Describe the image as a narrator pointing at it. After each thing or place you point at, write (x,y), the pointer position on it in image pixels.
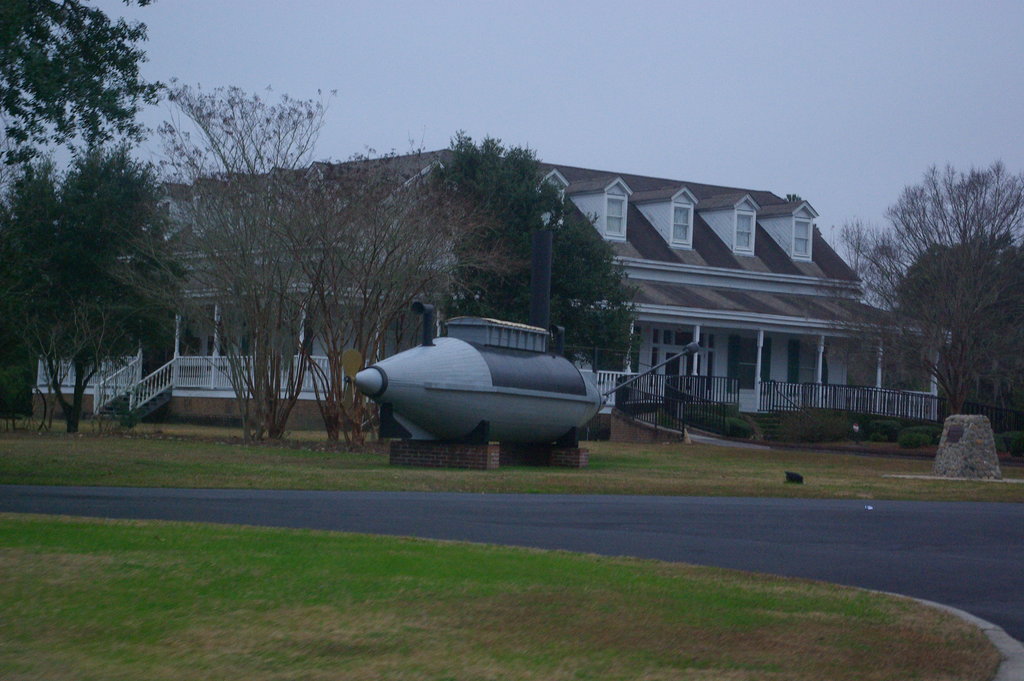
In this picture I can see the road (462,512) in the middle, there is an object (510,413) in the shape of a ship (468,411), in the background (634,357) there are trees (590,345) and a house (651,334), at the top (595,106) I can see the sky (574,139).
